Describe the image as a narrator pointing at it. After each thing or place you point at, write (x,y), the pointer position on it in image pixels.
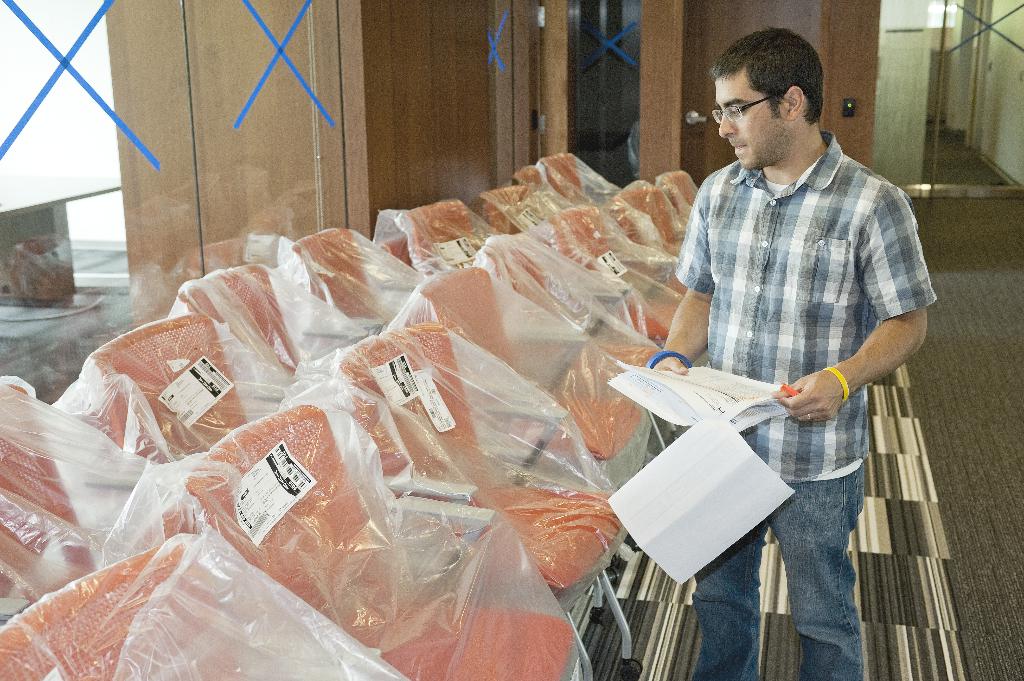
In this picture we can see a man (685,245) wore spectacles (721,118), holding papers (692,464) with his hands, standing on the floor (856,548) and in front of him we can see chairs (591,231), polythene covers (364,383) with stickers (276,461) on it and in the background (234,157) we can see a door (702,59), glass (612,81), table (49,202), walls (227,172).
